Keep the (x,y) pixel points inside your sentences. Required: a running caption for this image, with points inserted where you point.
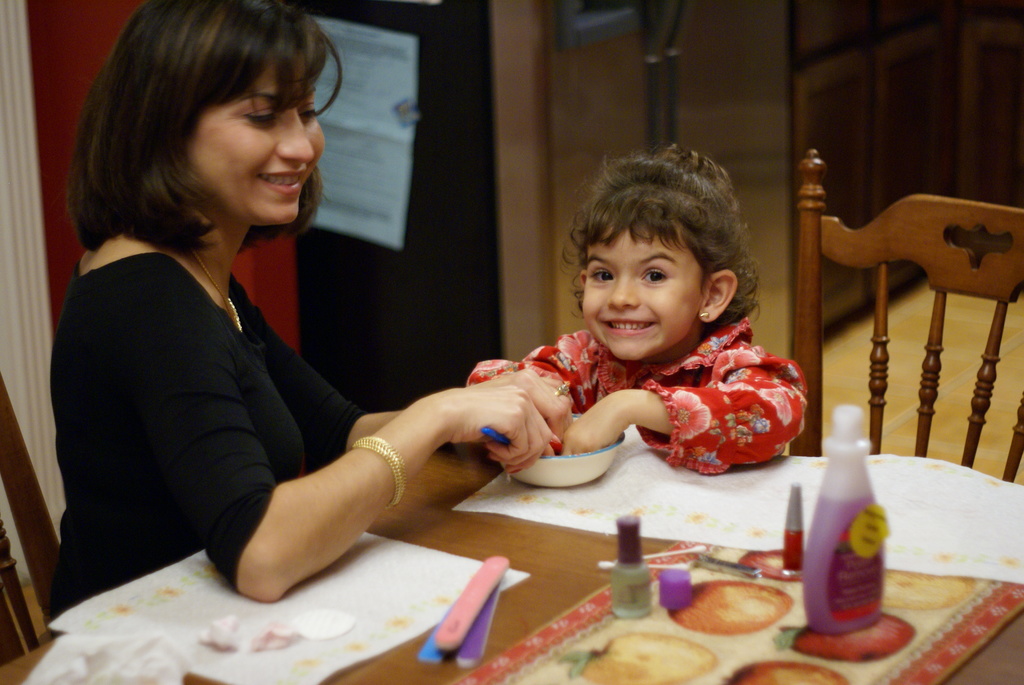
In the image we can see that women (257,359) and child (609,368) are laughing. They are sitting on a chair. This is a table (565,601) on which many objects (646,569) are kept.
